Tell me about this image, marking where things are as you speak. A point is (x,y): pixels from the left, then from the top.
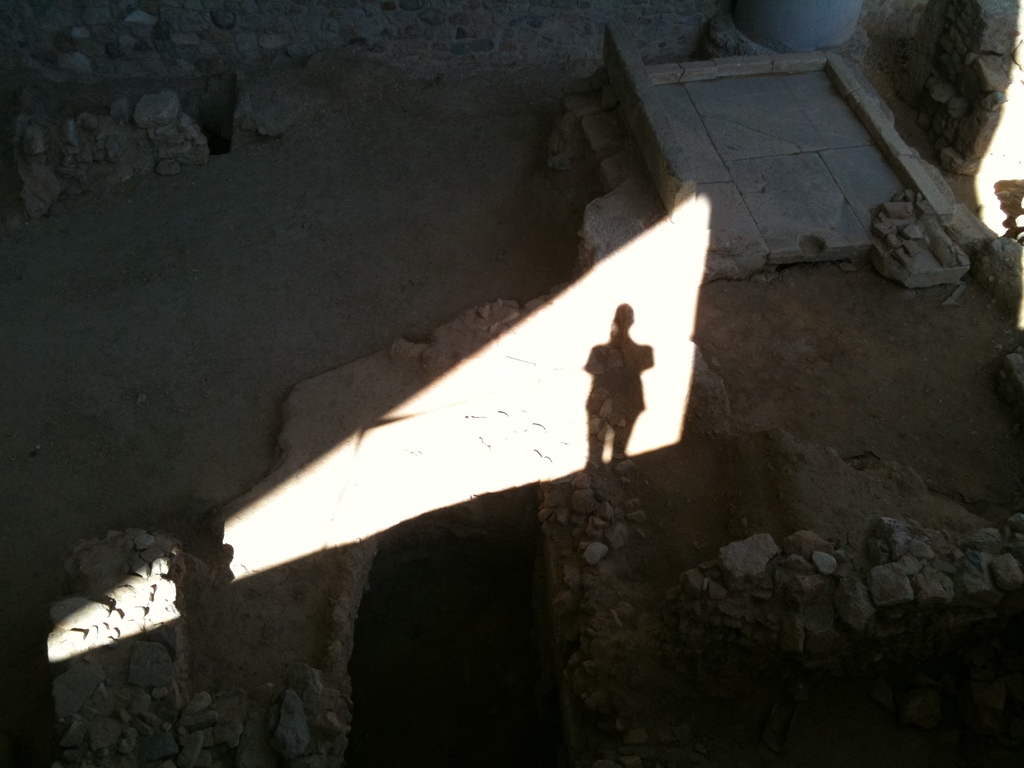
In this picture I can see the ground (457,317) on which there are few stones (38,210) and in the center of this picture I can see the shadow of a person (639,354).
